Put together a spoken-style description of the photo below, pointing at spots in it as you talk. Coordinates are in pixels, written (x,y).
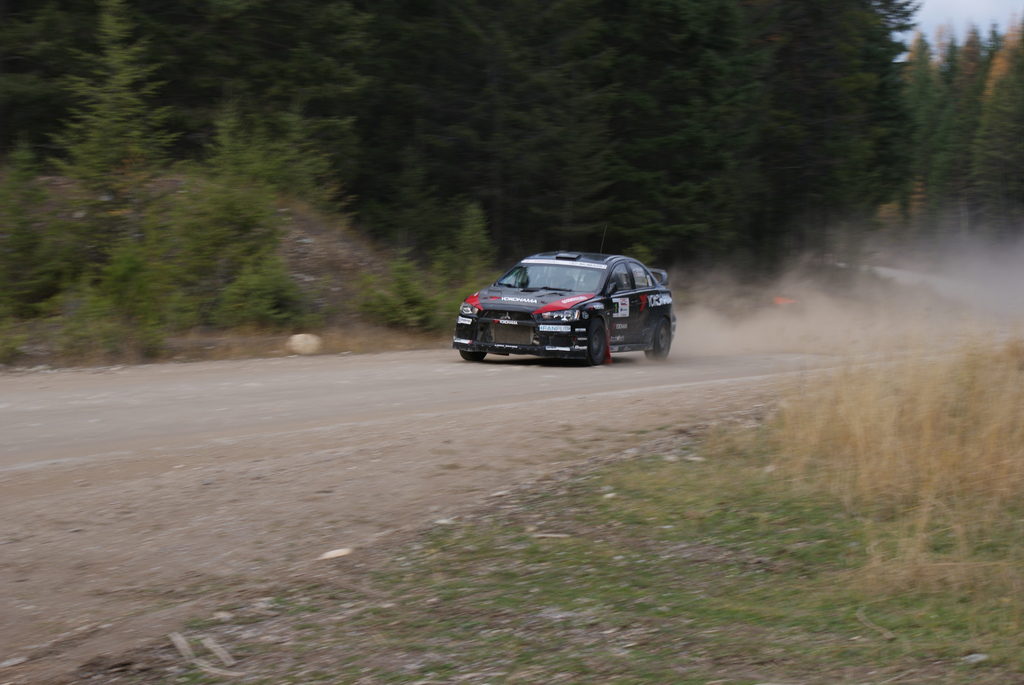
In this image I can see a vehicle (489,350) on the road (362,440). On the left side (337,148) I can see the trees (705,122). I can also see the sky (955,37).
